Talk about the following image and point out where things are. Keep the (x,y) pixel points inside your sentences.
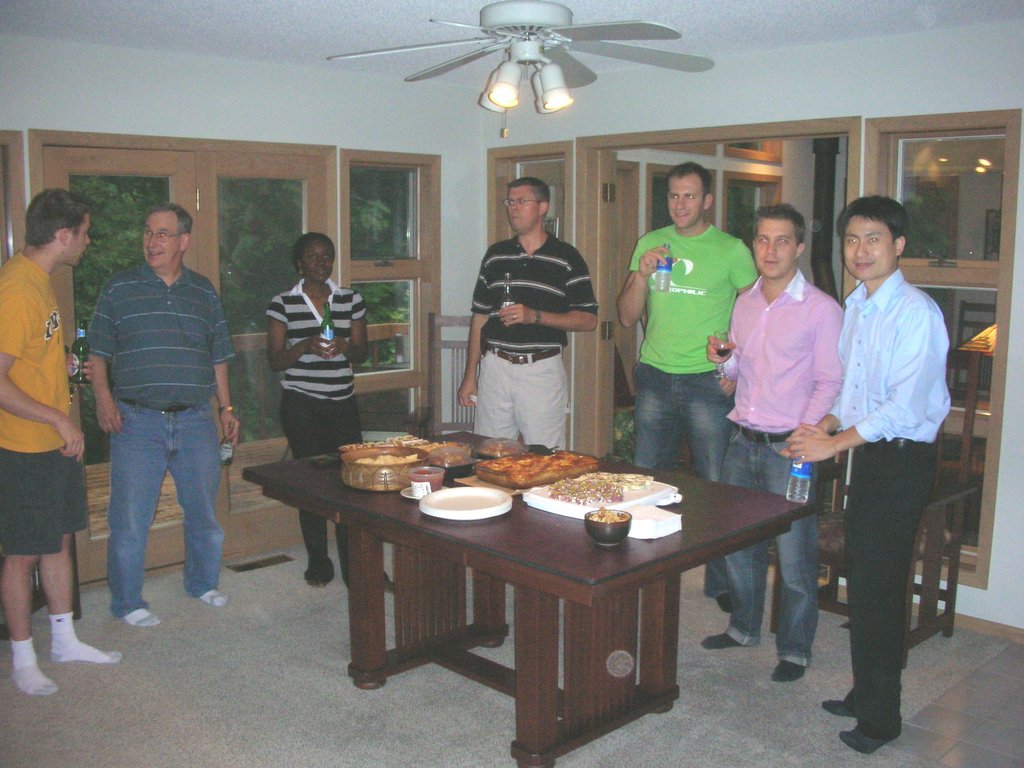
This is a room (13,119) where we have a group of people (51,354), someone (311,311) holding the bottles (326,323) and the other guy (714,342) holding the glass (725,335) and there is a table (550,571) on which there are some food items (561,494) and there is a fan (527,60) and the lights (544,82) and behind them there is a door (183,171) and some windows (402,375).
